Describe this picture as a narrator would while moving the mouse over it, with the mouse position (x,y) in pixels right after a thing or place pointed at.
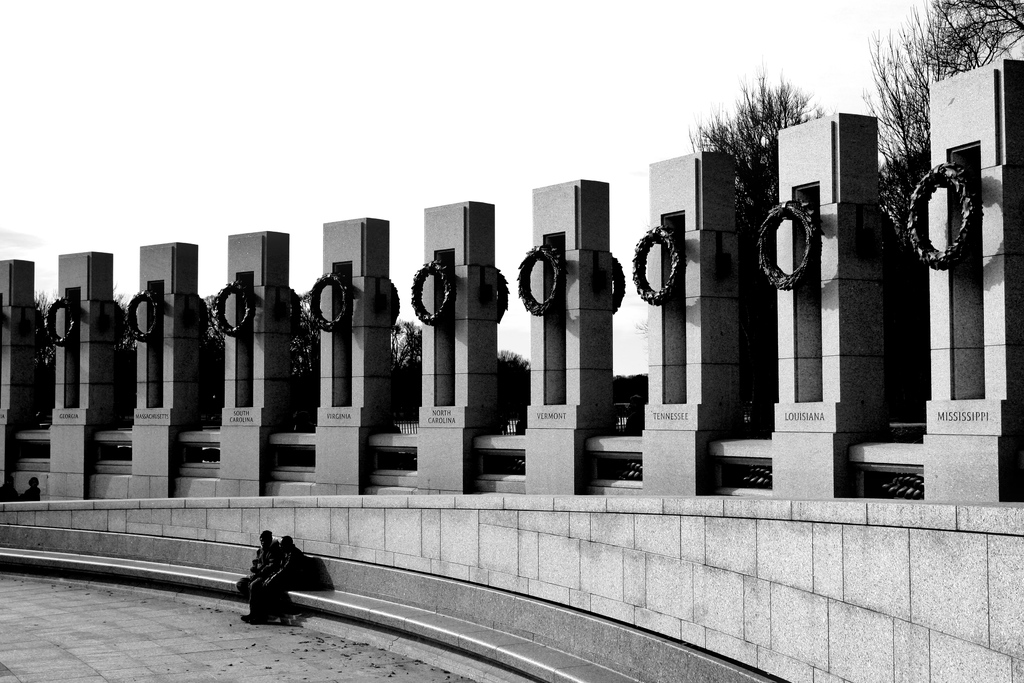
In this image we can see a black and white image. In the image there are sky (391,153), trees (744,125), pillars (835,253), name boards (350,421) and persons (256,599) sitting on the pavement (316,606).
